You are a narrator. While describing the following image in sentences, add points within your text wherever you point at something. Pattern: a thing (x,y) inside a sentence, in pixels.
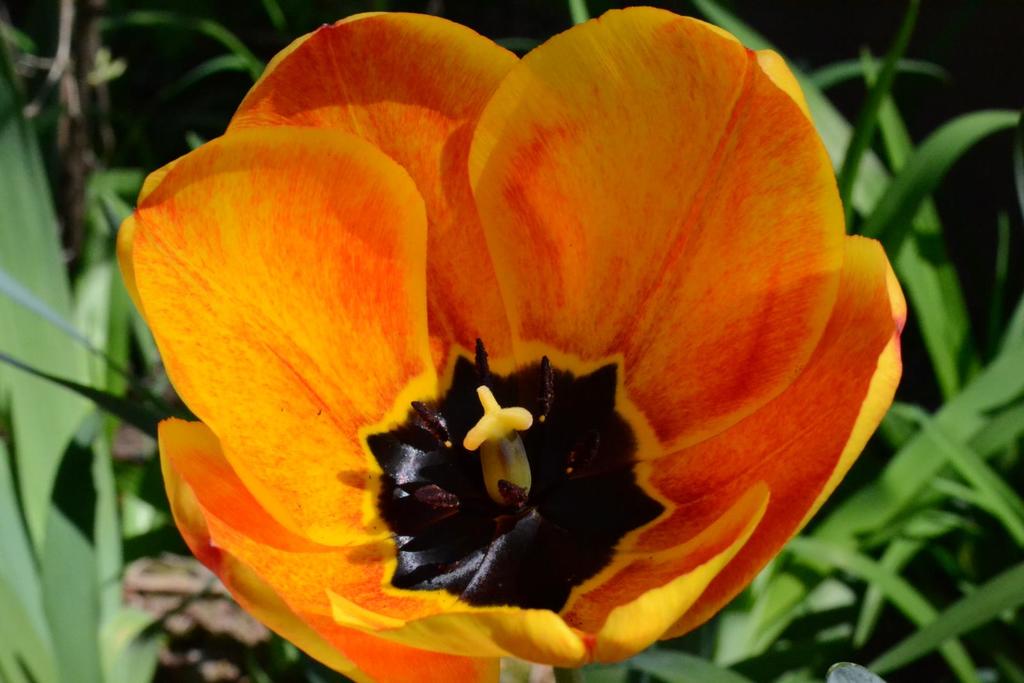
In this picture there is a flower (237,327) which is yellow in color in the center of the image (604,295) and there are plants (4,626) around the area of the image.
